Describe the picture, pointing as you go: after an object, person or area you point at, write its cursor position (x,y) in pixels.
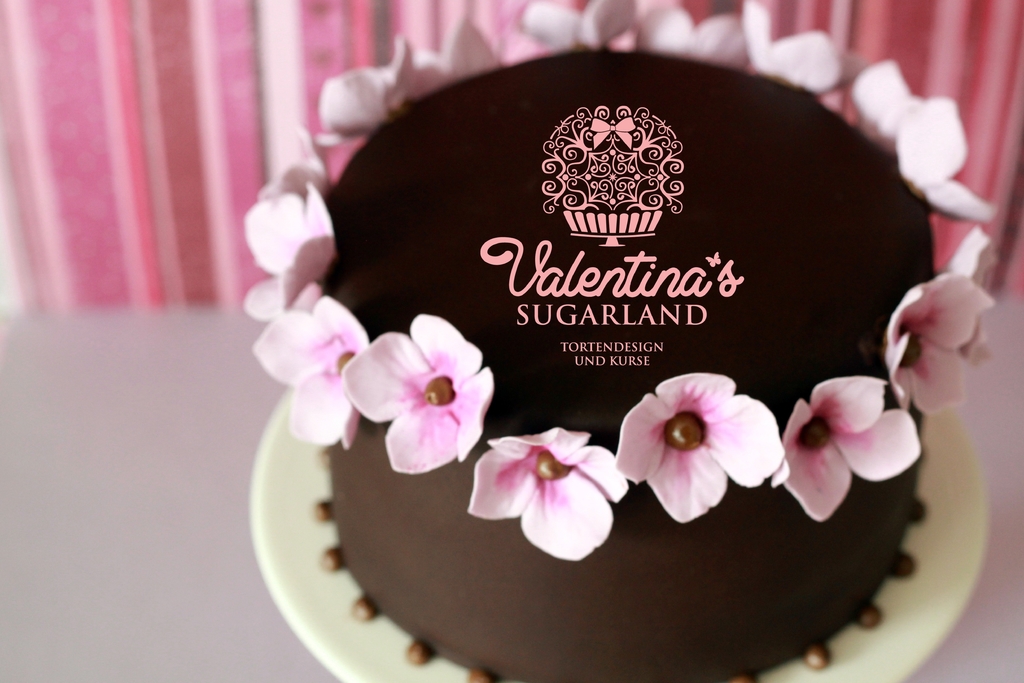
In this image we can see brown color cake (600,387), decorated with pink flowers (643,427). Background of the image (46,158), curtain (877,51) is there.
